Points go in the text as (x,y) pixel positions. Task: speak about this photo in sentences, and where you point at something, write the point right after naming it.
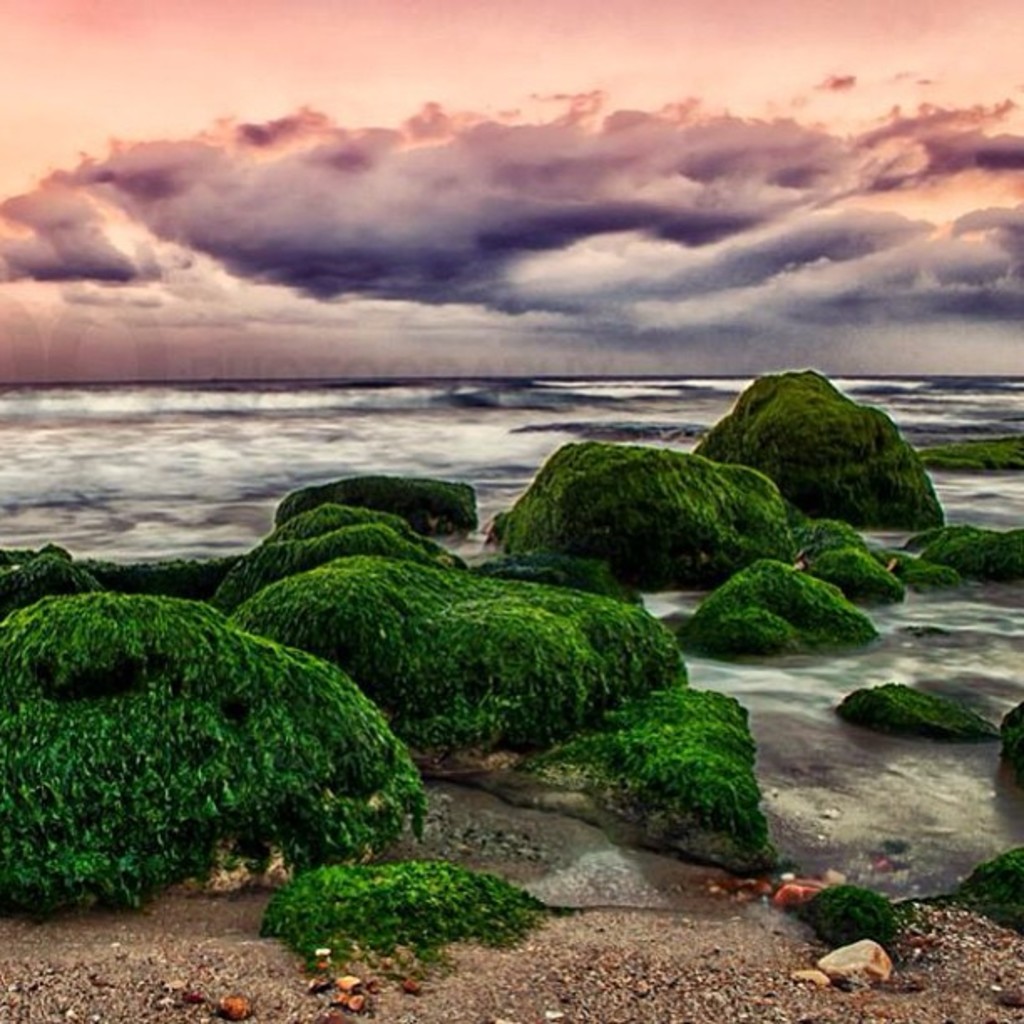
In this picture there are mosses (836,552) on the water (377,406) in the image and there is sky (549,180) at the top side of the image (616,180).
